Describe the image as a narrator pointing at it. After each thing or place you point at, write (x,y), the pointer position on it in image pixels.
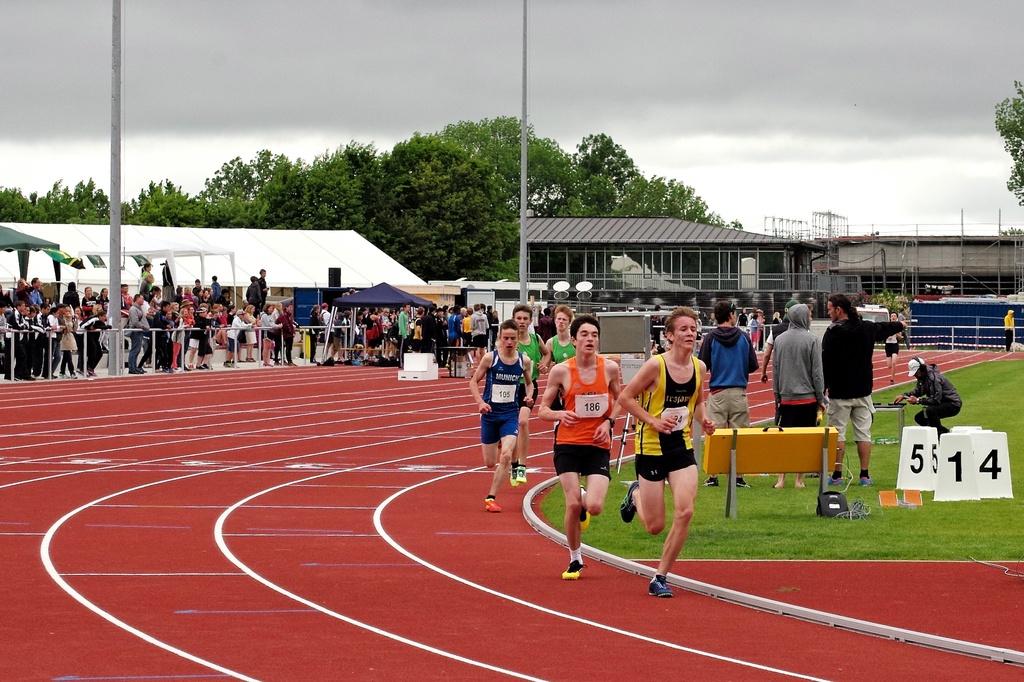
In this picture I can see there is a running track (444,447) and there are few people (511,382) running and they are wearing colorful shirts (596,380) and shorts (516,419). There are few people (845,386) at right side (865,403) and there are few more (43,332) at left side (172,282), standing behind the fence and there are trees (467,185) and poles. The sky (702,66) is cloudy.
